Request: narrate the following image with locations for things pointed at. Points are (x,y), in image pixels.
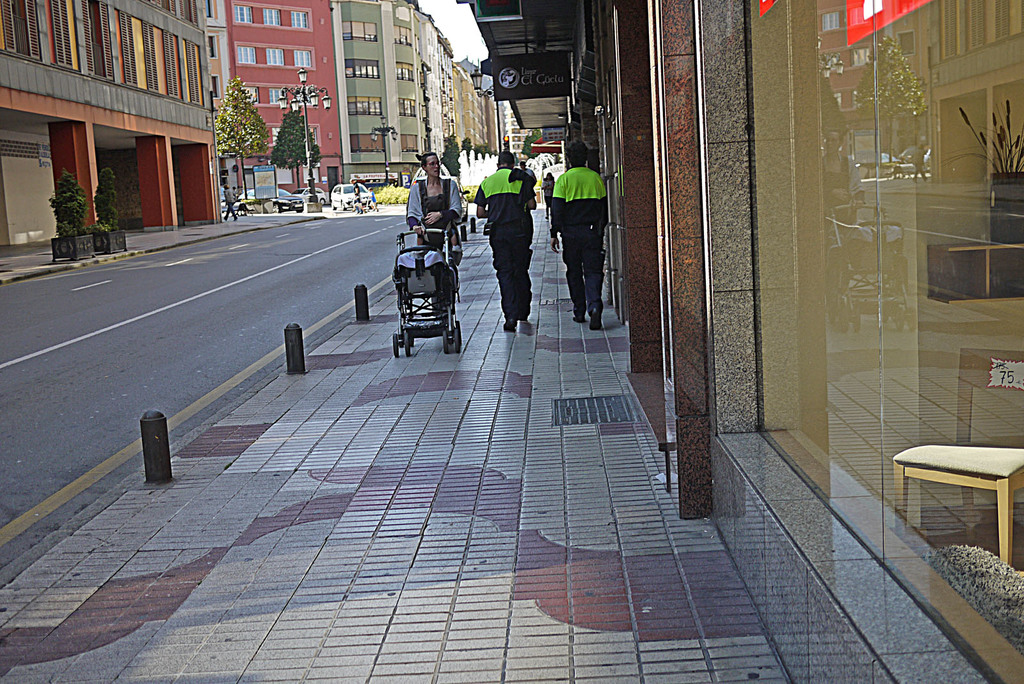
This picture describes about group of people (514,320), few people (567,238) are walking on the pathway (515,344), and a woman (451,236) is holding a baby cart (415,257), in the background (350,114) we can find few poles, lights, buildings (286,109), trees (262,137) and vehicles (345,201) on the road (336,257), and also we can see a fountain (479,168).
